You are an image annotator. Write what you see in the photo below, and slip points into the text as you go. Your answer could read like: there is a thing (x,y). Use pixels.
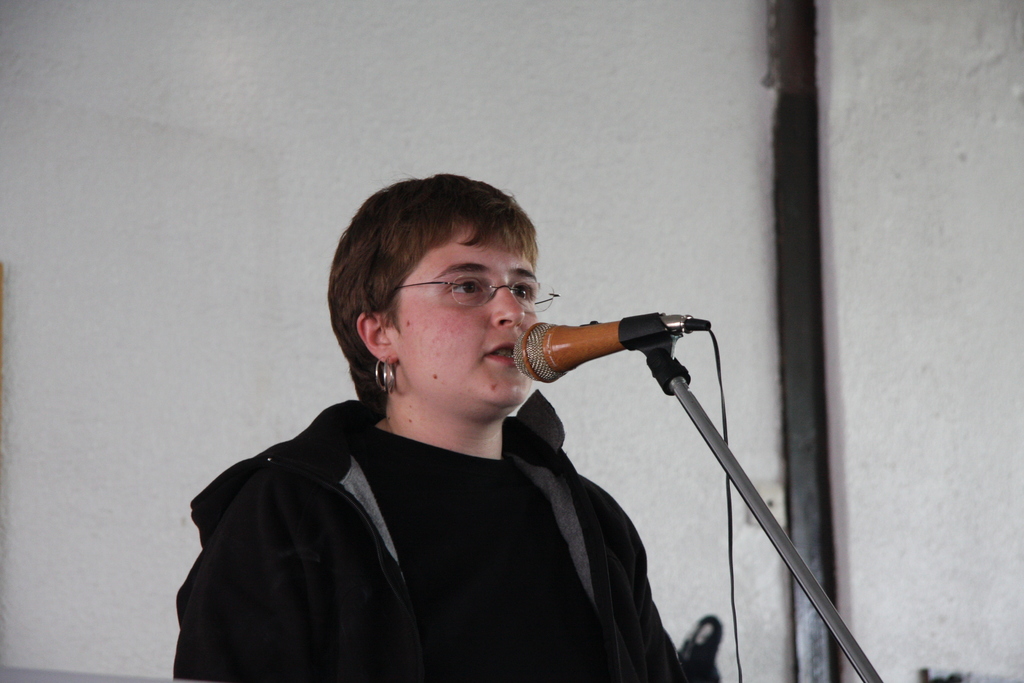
In this picture I can observe a person (429,506) in front of a mic (568,337). In the background (627,361) I can observe wall (259,129).
